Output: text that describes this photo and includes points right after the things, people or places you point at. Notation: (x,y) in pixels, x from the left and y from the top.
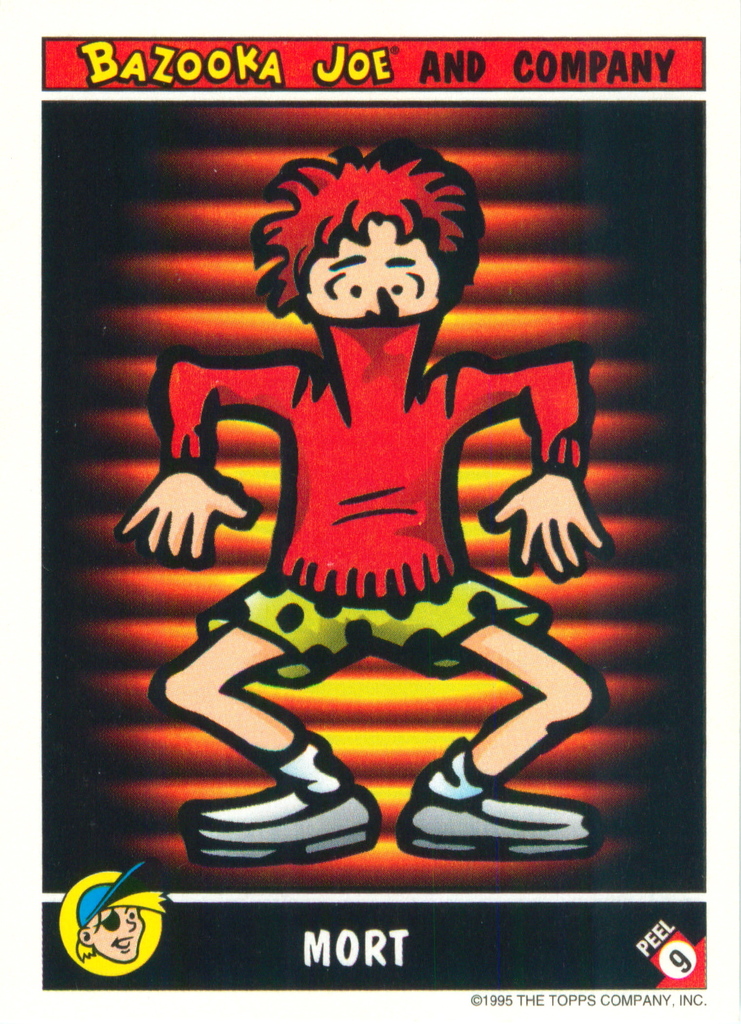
This is a poster in this image in the center (329,657) there is one person (457,614), and at the top (332,75) and bottom of the image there is some text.
